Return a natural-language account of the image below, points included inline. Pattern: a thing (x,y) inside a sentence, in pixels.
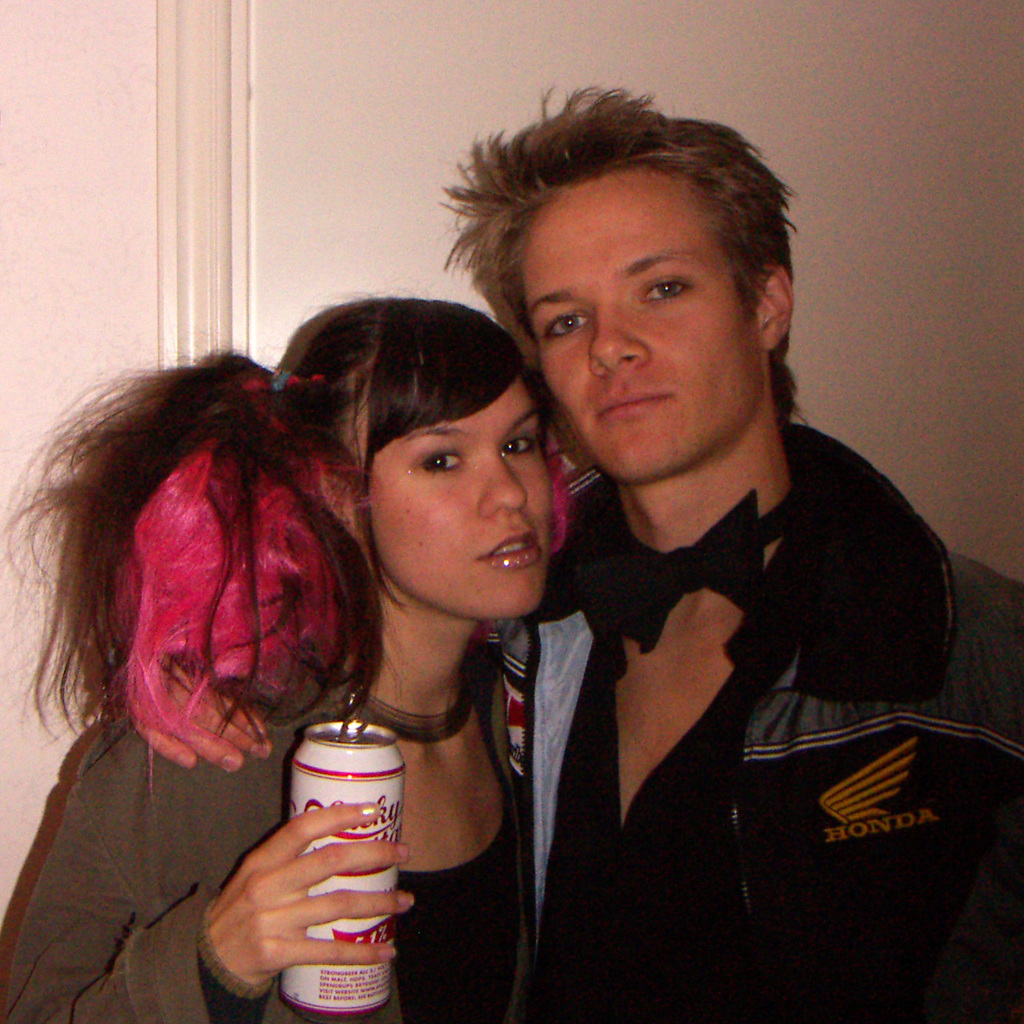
In this image we can see a man (543,759) and a woman (498,788). In that a woman (455,885) is holding a tin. On the backside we can see a wall (13,563).
